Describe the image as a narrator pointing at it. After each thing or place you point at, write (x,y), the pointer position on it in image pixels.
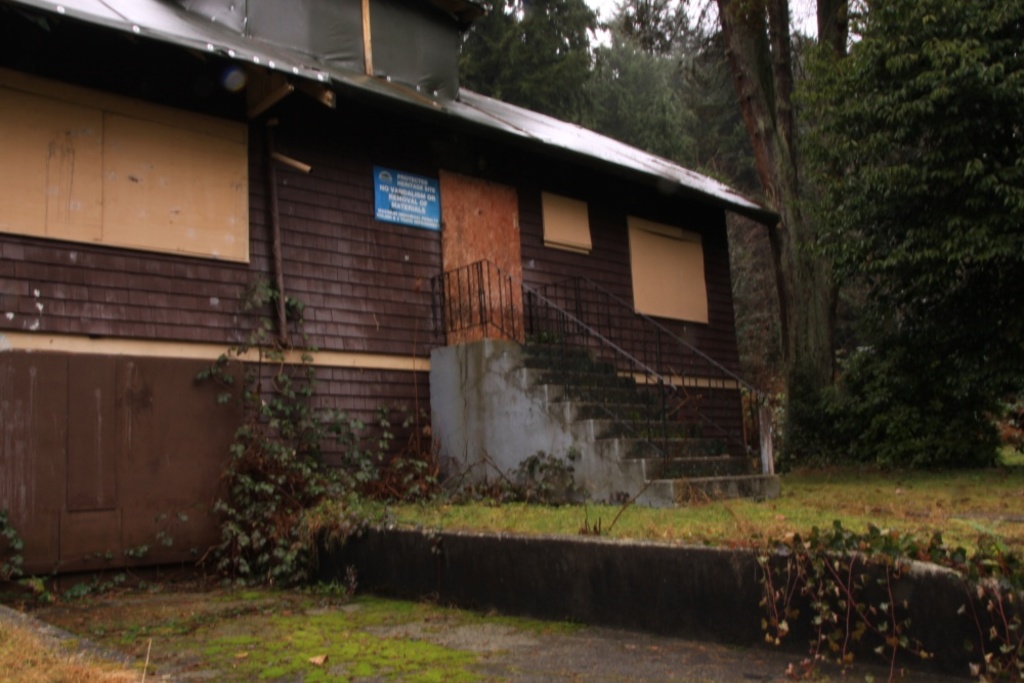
In the picture we can see a house (26,277) which is brown in color and to it we can see the steps (446,447) and railing (469,338) to it and beside the house (724,455) we can see, full of trees (860,447) and near the house (422,356) we can see a grass surface (865,479) with some plants (327,489) on it.
